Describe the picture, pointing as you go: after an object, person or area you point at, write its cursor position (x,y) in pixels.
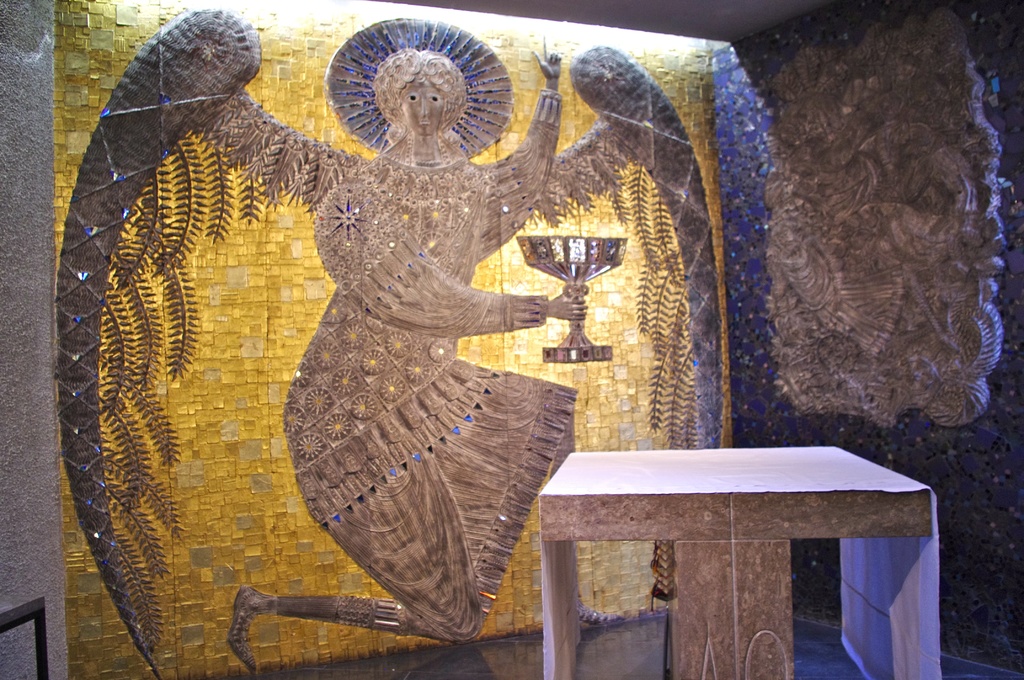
On the left side of this image (37,237) there is a wall (25,470). On the wall (211,321) there is a painting (262,398) and also I can see an art (453,181). On the right side (911,203) there is a carving (841,327). At the bottom there is a table (870,512) placed on the floor (468,656).
